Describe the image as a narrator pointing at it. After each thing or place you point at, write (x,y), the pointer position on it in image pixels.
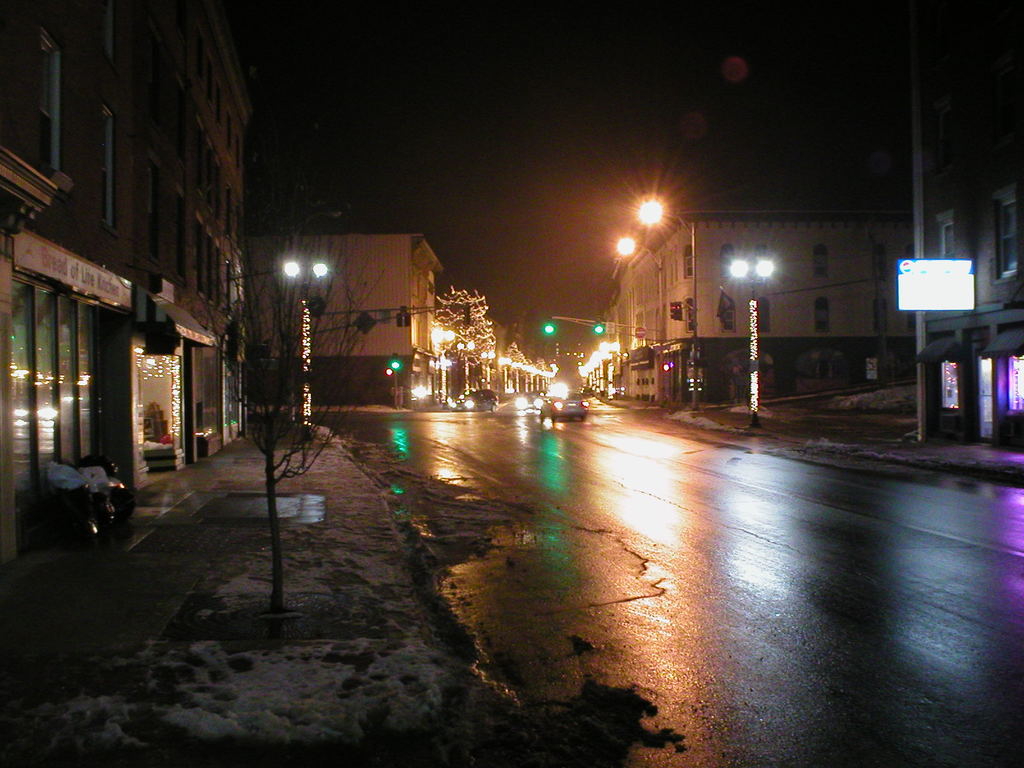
In the center of the image (563,400) we can see cars (481,400) on the road (590,494). On the right side of the image (713,240) we can see lights (645,212), traffic signals (602,320) and buildings (808,313). On the left side of the image (267,464) we can see trees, buildings (146,335) and lights (291,272). In the background (517,102) there is sky (461,111).
